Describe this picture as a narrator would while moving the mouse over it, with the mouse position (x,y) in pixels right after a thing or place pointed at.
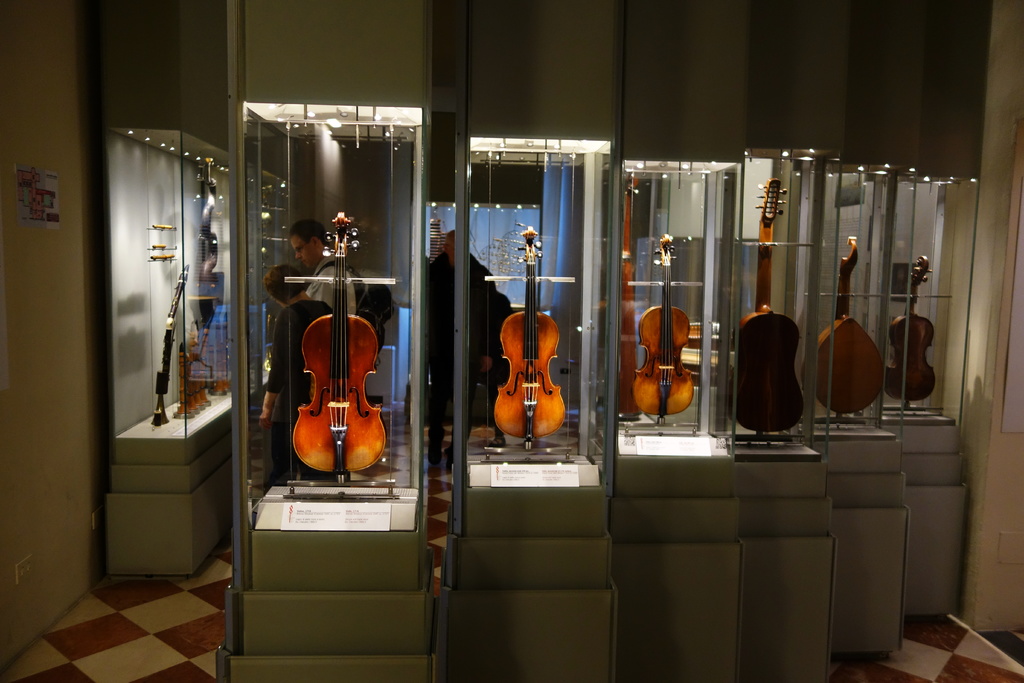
In this picture there are different types of musical instruments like violin (920,393), guitar (751,420), etc kept in a showcase (314,566) and Floor (93,619) is made of tiles (110,654).
